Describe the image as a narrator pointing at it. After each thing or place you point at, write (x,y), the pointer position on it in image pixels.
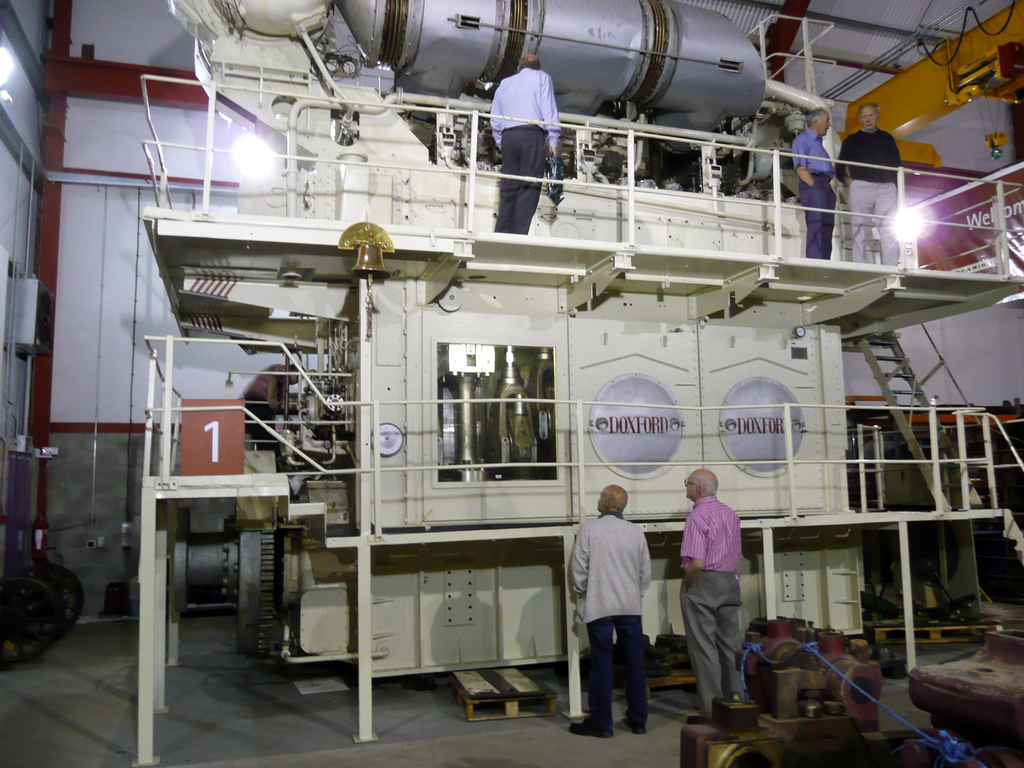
In this picture there are two men (709,500) in the center of the image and there are other men (819,245) at the top side of the image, on the machine (248,60) and there is a poster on the right side of the image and there are lamps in the image, there is roof (838,28) at the top side of the image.
